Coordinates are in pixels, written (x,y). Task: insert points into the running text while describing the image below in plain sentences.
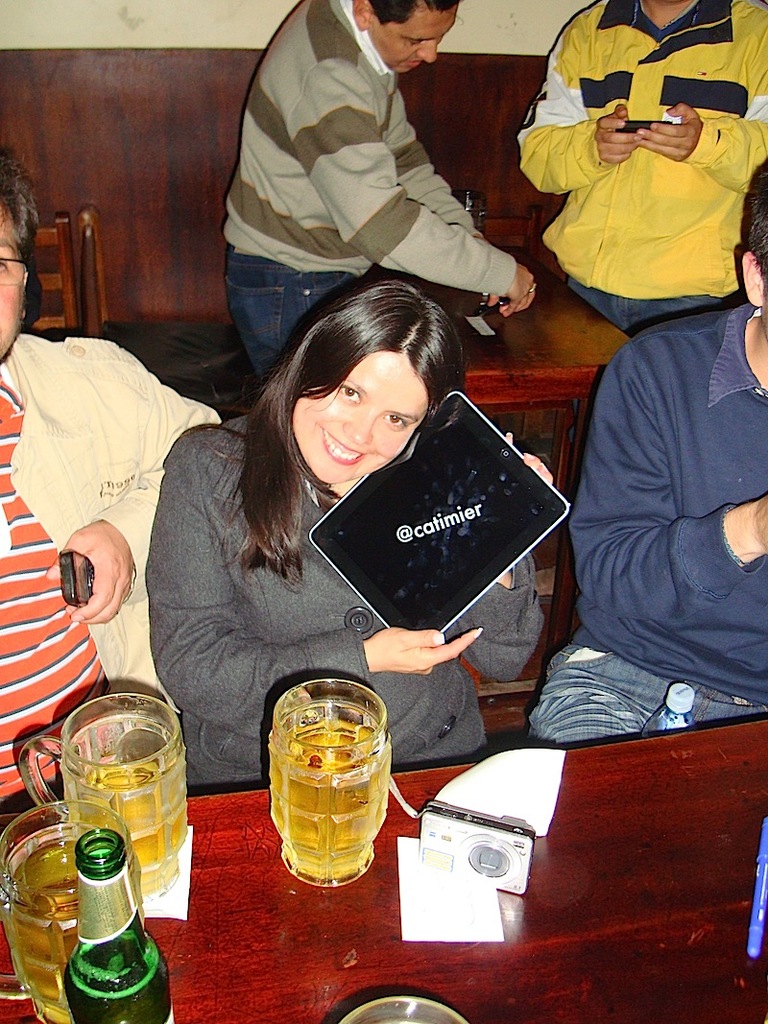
In this we can see there are three people (79,683) sitting in front of table (211,799) where there are glasses (53,924) with beer (33,931) and bottle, behind them there are two other people (739,72) standing.
